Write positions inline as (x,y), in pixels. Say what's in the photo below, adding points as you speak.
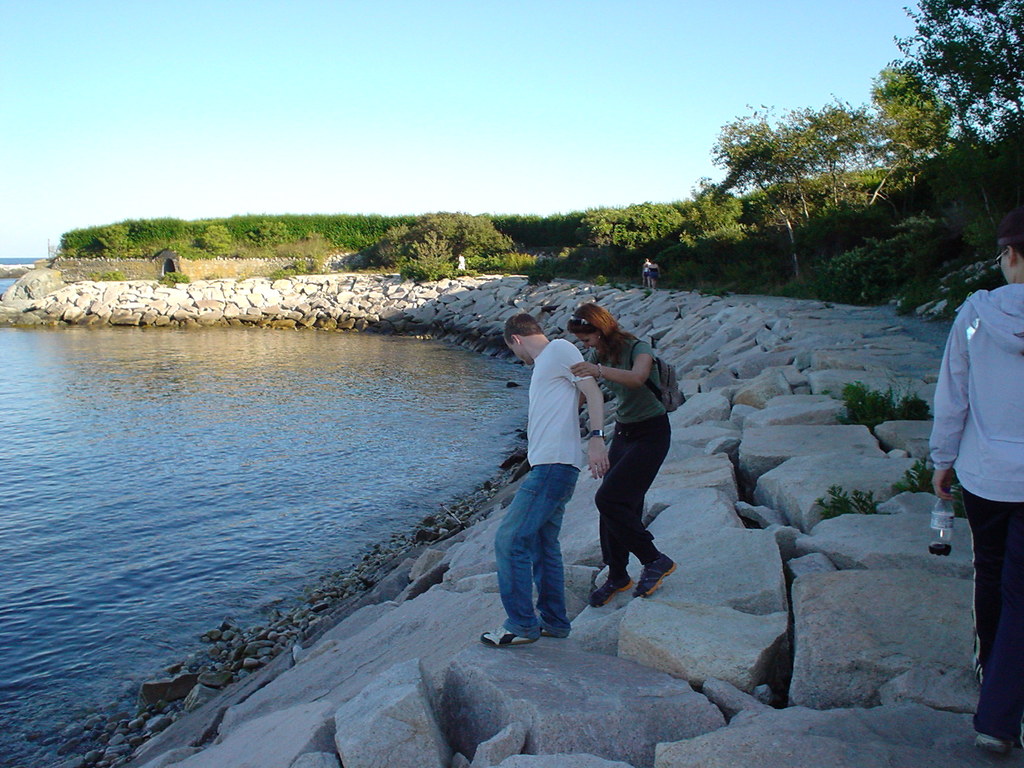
In this picture we can observe some people (536,412) standing on these rocks (769,525). There is water (156,407) on the left side (131,475). We can observe some plants (459,238) and trees (835,226). In the background (405,145) there is a sky (367,119).
